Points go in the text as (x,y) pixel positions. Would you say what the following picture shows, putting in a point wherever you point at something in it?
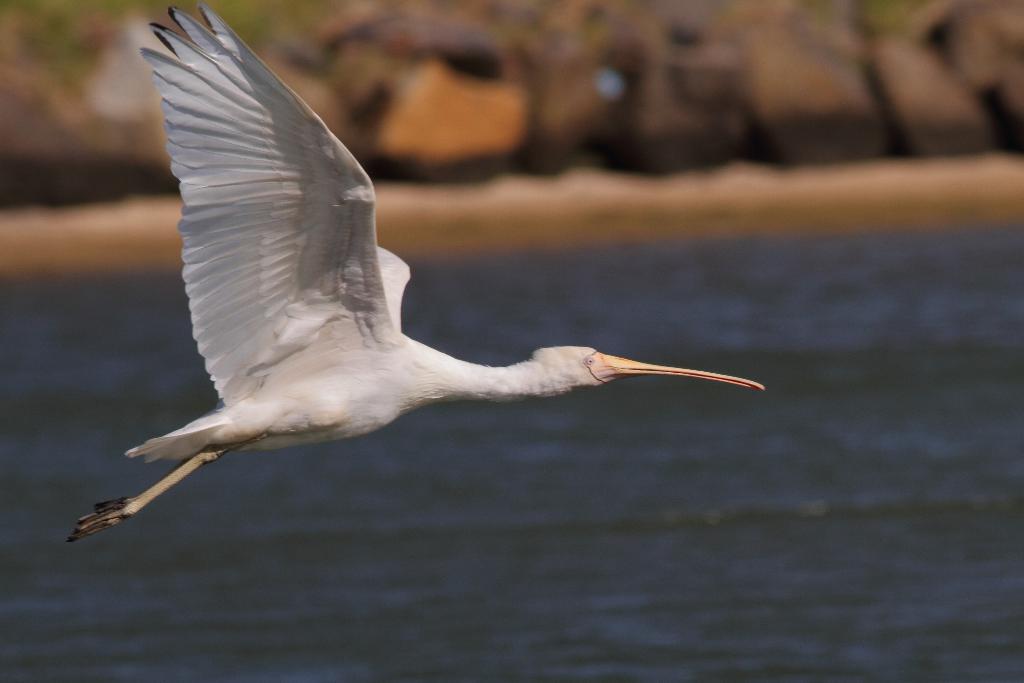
In this image I can see white color bird (417,376) is flying in the air. In the background (716,296) I can see the water (737,296). The background of the image (749,290) is blurred.
